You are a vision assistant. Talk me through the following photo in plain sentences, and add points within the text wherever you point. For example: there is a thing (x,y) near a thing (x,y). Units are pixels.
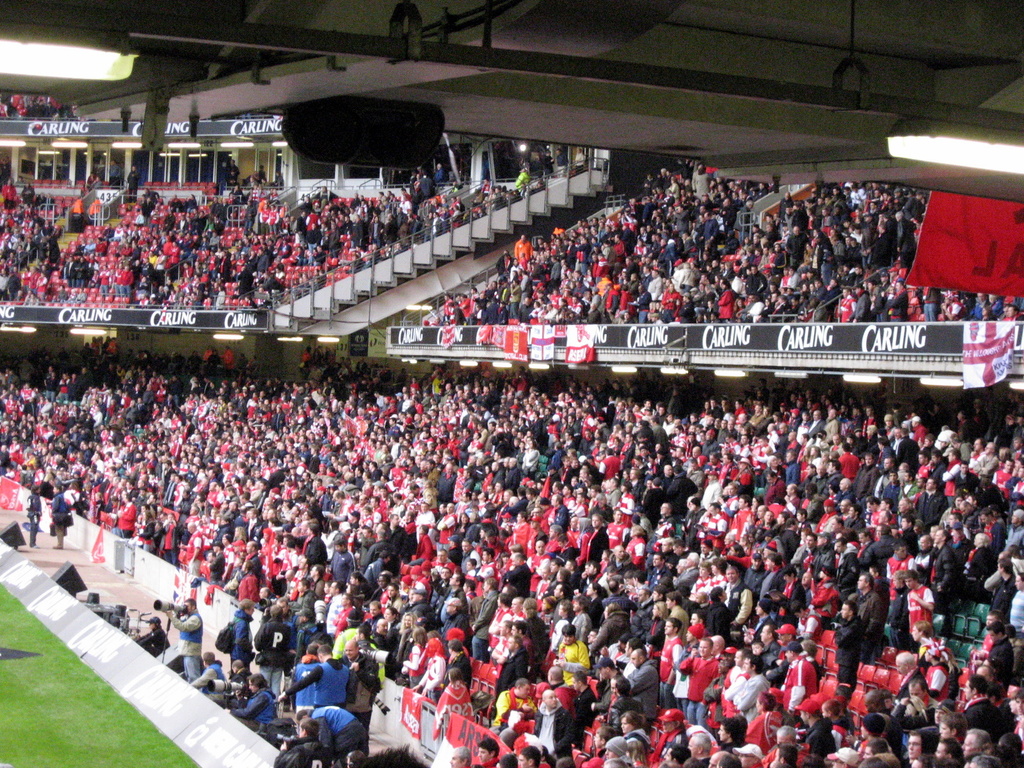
This is a picture of a stadium (279,124). In this picture we can see people (939,549), banners (938,239), lights (130,59), objects (147,102) and boards (205,315). In the bottom left corner of the picture (102,729) we can see grass (79,730) and we can see a man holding a camera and standing.
